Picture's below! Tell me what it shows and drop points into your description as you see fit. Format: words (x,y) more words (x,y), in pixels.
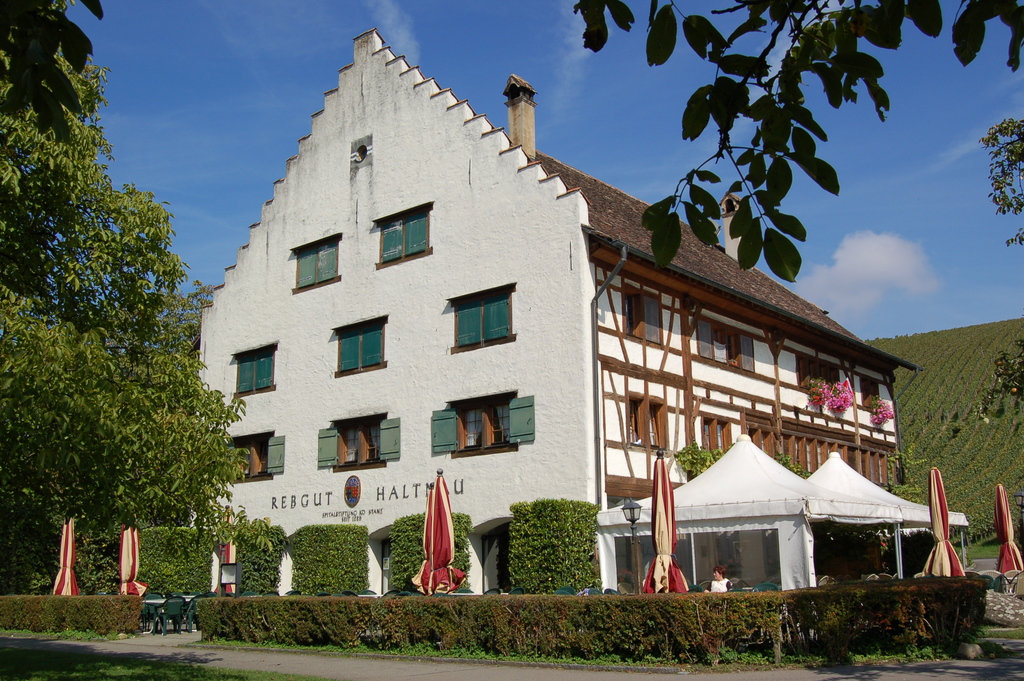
At the bottom (279,665), we see the road (217,657). We see the hedging plants (399,611) and the sheet (130,534) in cream and red color. Beside that, we see the chairs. On the left side (74,422), we see the trees (74,422). On the right side (688,523), we see a light pole (629,511) and a tent (716,485) in white color. Beside that, we see a person (707,589) is sitting. In the middle (531,291), we see a building (534,319) in white color with a brown color roof (604,205). We see some text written on the building (463,473). There are field crops (944,402) in the background (945,369). At the top (621,142), we see the sky (660,137).
